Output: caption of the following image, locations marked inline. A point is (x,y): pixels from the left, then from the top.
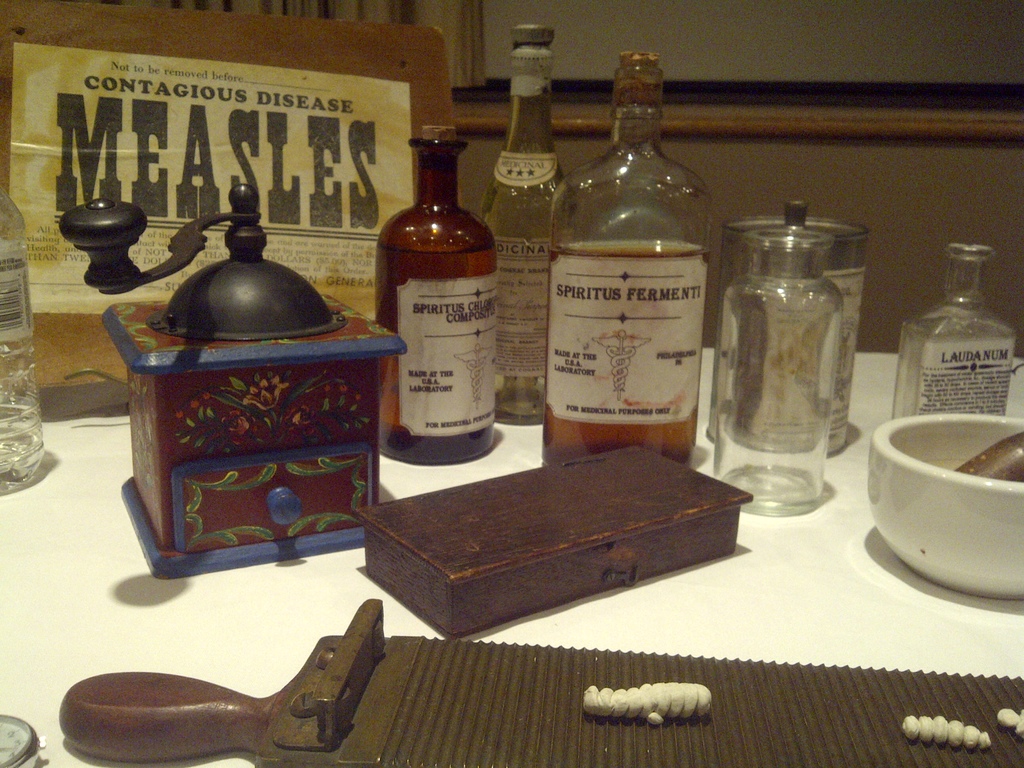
In this image there are group of bottles (658,375) kept on the table (875,544). There is a box (589,544), bowl (956,512), and a designer box (262,423) on the table (264,565). In the background (862,8) there is a wall (885,79) and a board (287,27) with the name contagious disease measles (96,150).
